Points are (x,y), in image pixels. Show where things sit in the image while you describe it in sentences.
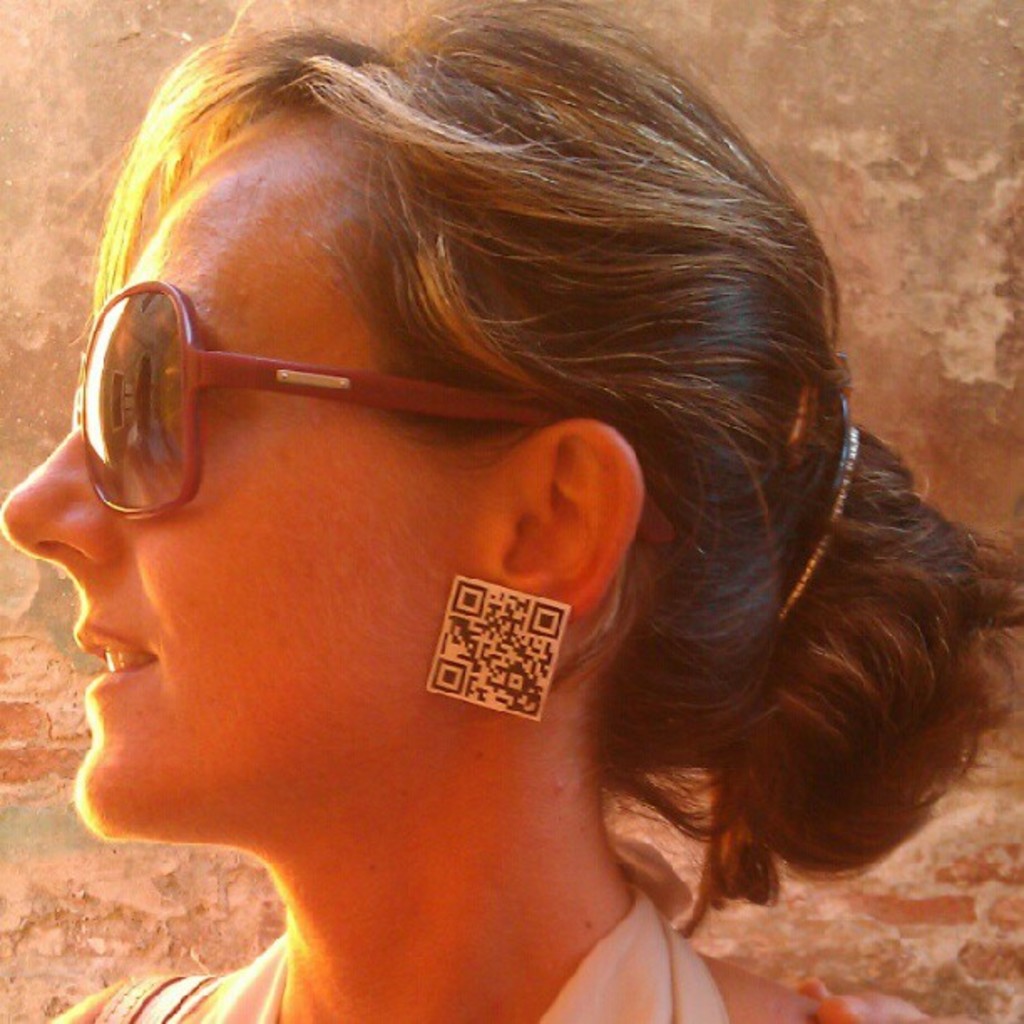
This image is taken outdoors. In the background (877,278) there is a wall (903,938). In the middle of the image (474,513) there is a woman (270,683). She has worn goggles (189,378) and earrings (508,634).
